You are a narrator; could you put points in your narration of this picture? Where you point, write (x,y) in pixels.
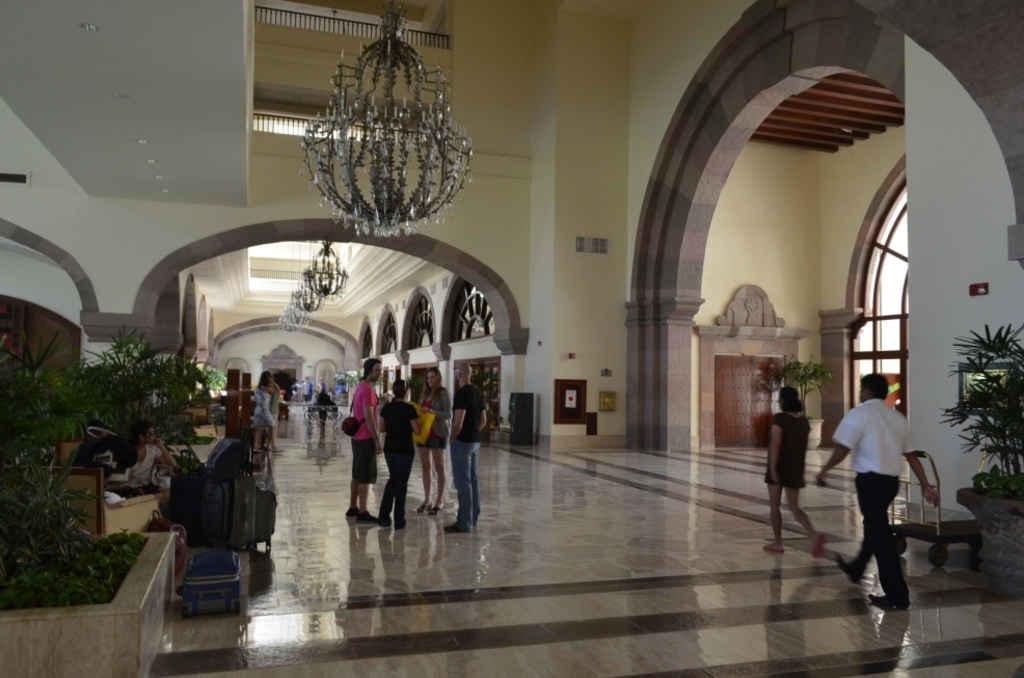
This picture is taken in inside a building (608,667), in this picture there are people (795,518) standing and walking on a floor (361,539) and there are plants (168,417) and there are walls (380,348) for that walls (380,348) there are doors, at the top (386,127) there are chandeliers (379,145).
